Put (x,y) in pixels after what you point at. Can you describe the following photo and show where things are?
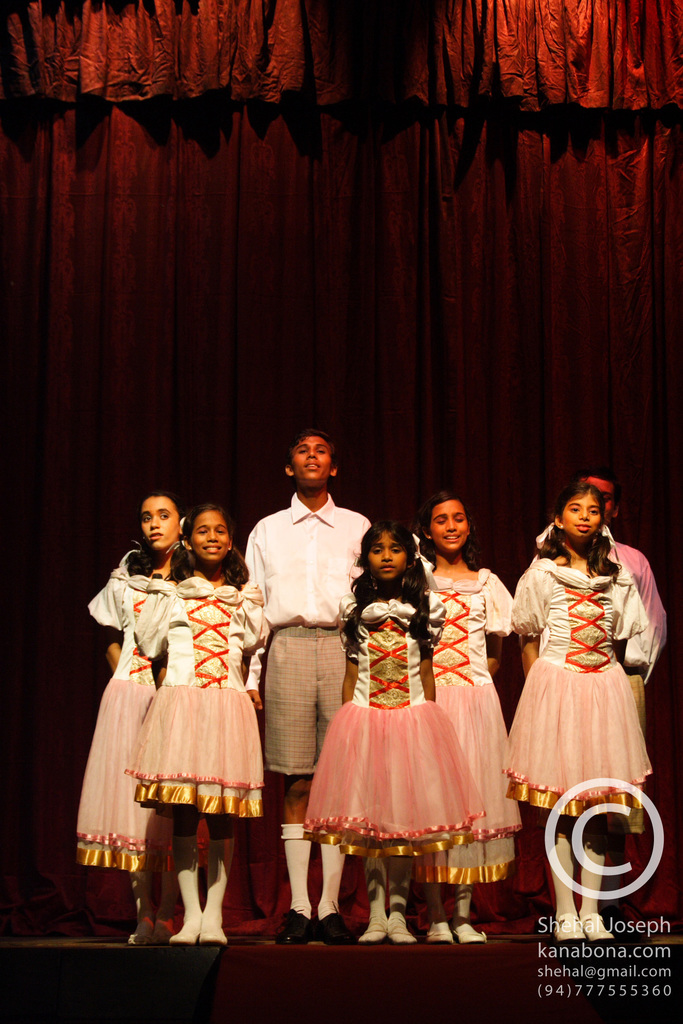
This picture is taken on a stage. On the stage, there are children (346,511) wearing ancient clothes (329,556). Girls (488,586) are wearing pink frocks (370,691) and boys (301,648) are wearing white shirt (288,579) and cream shorts (298,667). In the background (267,235), there is a red curtain (424,251).
